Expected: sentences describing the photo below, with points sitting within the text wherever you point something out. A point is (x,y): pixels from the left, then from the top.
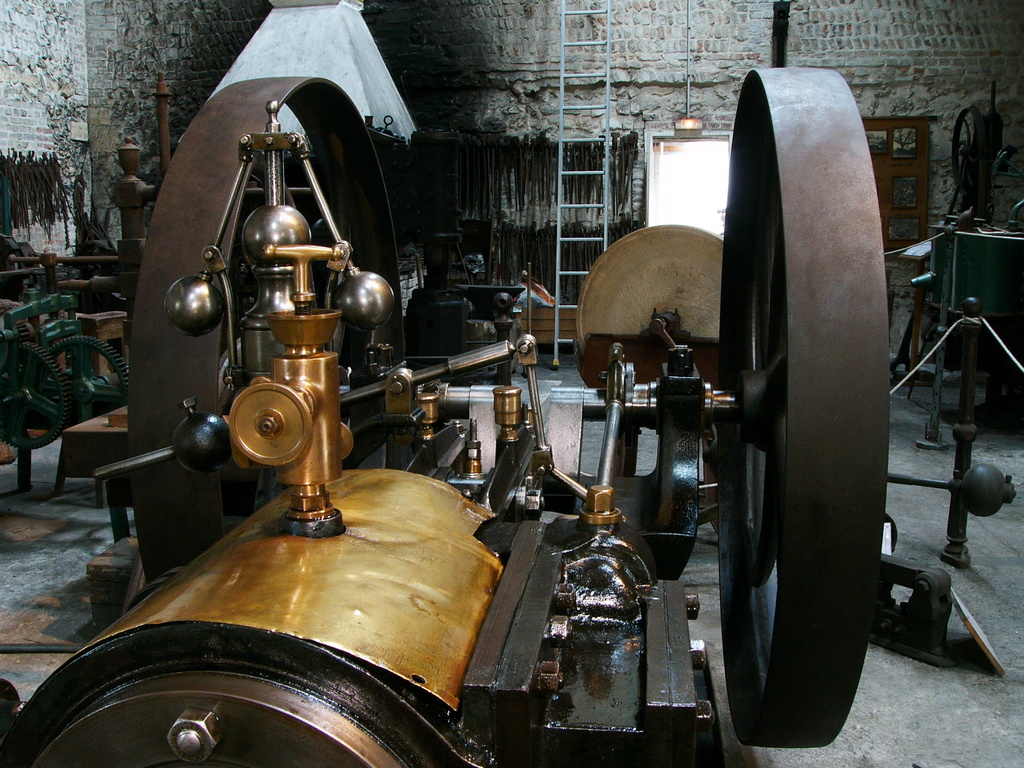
In this image there are few machines (422,584) kept on the floor (1018,703). A ladder (561,200) is kept near the wall (531,99) having a door (688,191) to it.
